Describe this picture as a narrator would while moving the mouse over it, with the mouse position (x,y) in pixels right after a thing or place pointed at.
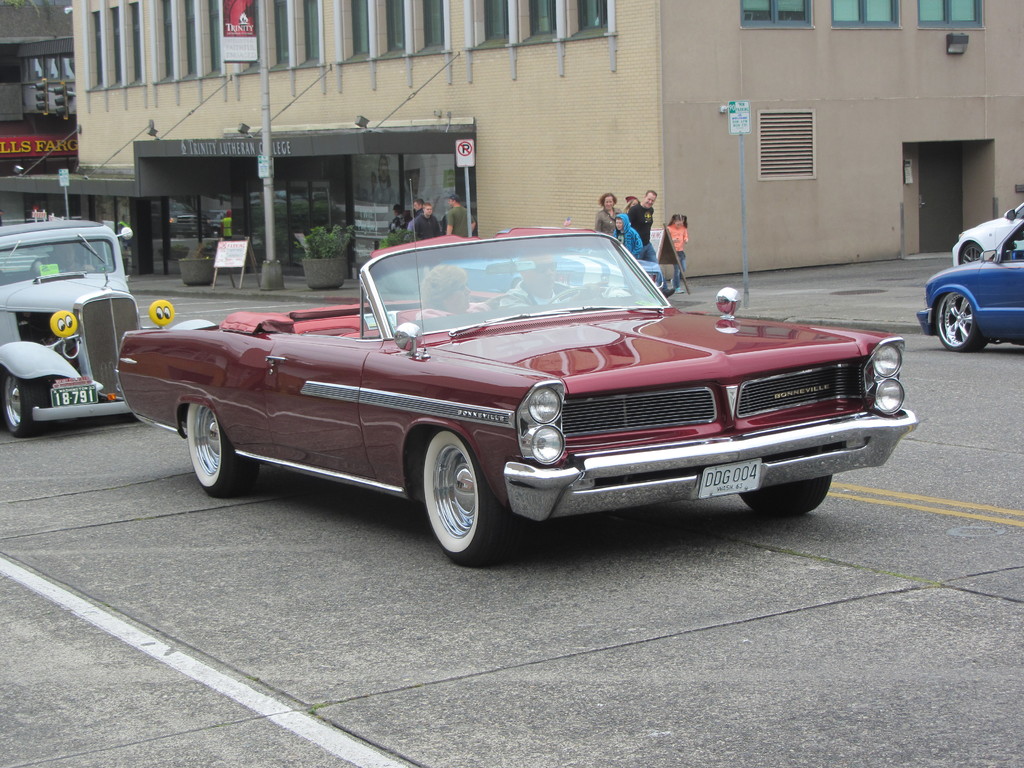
In the picture I can see a maroon color car (459,422) in which a person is sitting which is moving on the road (780,626). In the background (103,305), I can see a few more cars (18,381), I can see people (679,281) walking on the sidewalk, I can see boards (187,155), flower pots (188,273) and buildings (458,38).
